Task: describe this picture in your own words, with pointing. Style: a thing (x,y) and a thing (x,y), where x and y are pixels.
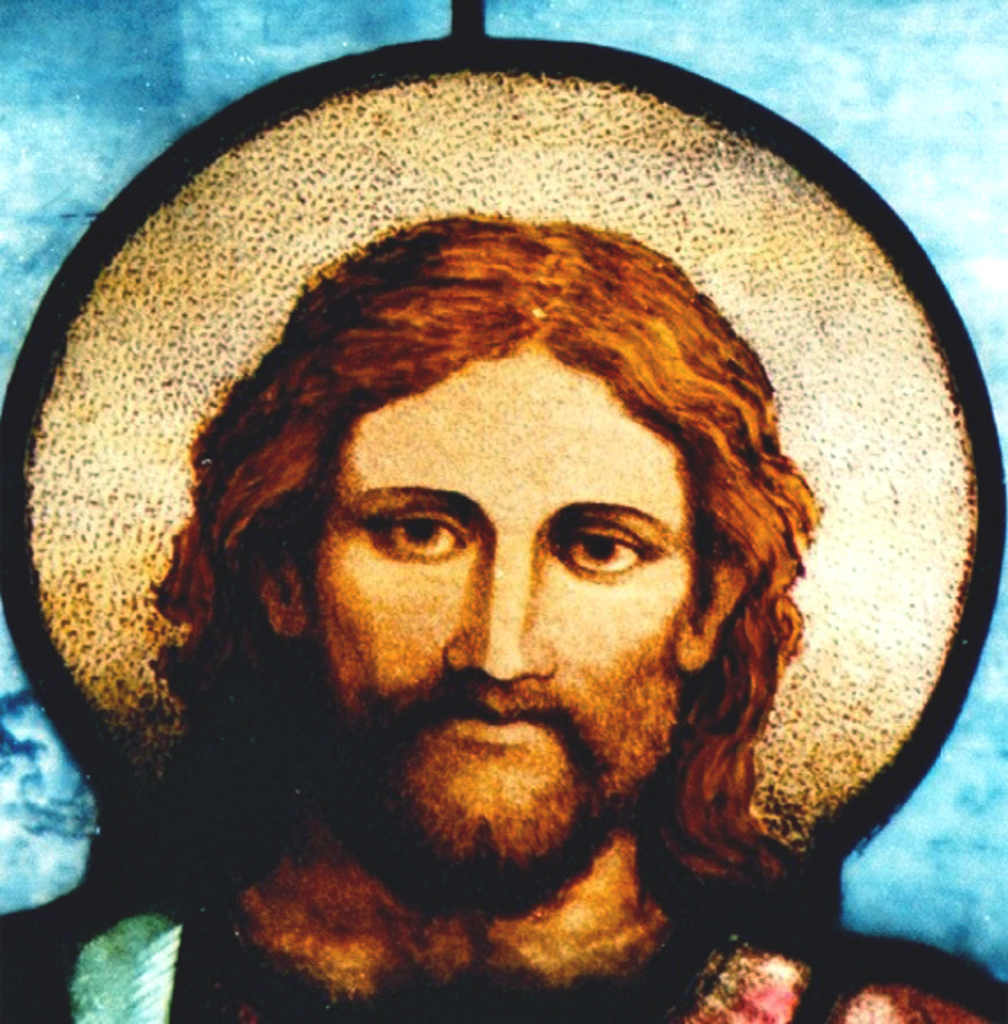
This is a animated image in this image in the center (337,363) there is a stained glass figure (309,511), and in the background (113,106) there is blue glass (192,95).
